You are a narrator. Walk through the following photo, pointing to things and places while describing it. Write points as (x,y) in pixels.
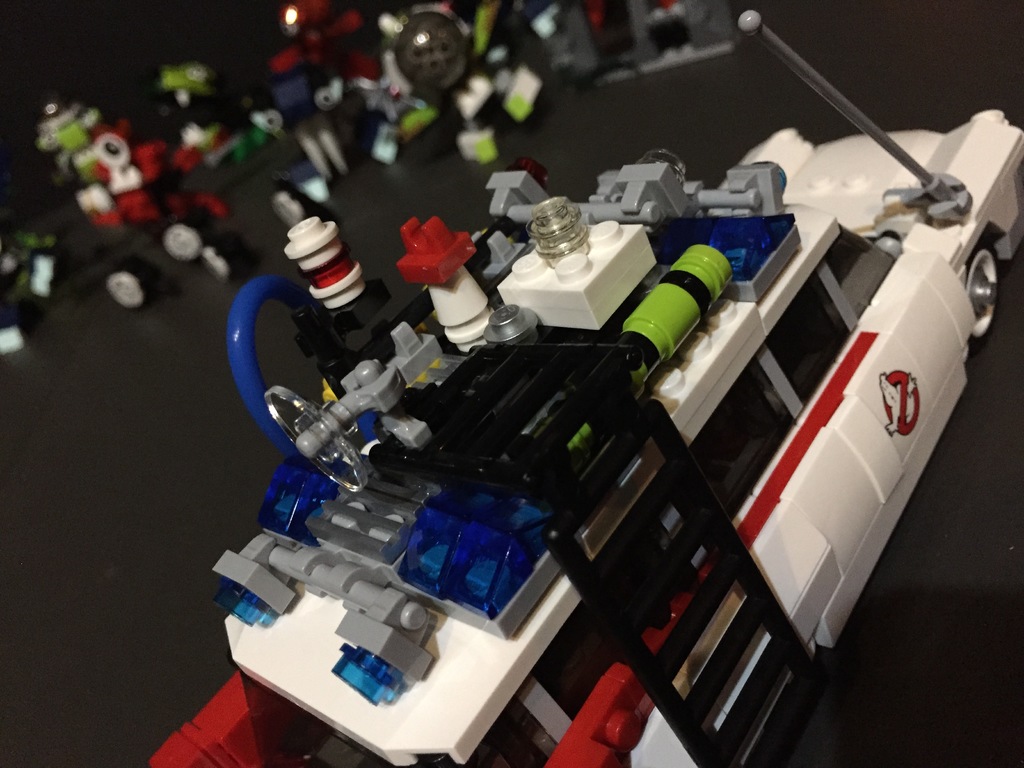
In this image there is one toy car (761,416), and on the background (506,79) there are some toys (592,54).
